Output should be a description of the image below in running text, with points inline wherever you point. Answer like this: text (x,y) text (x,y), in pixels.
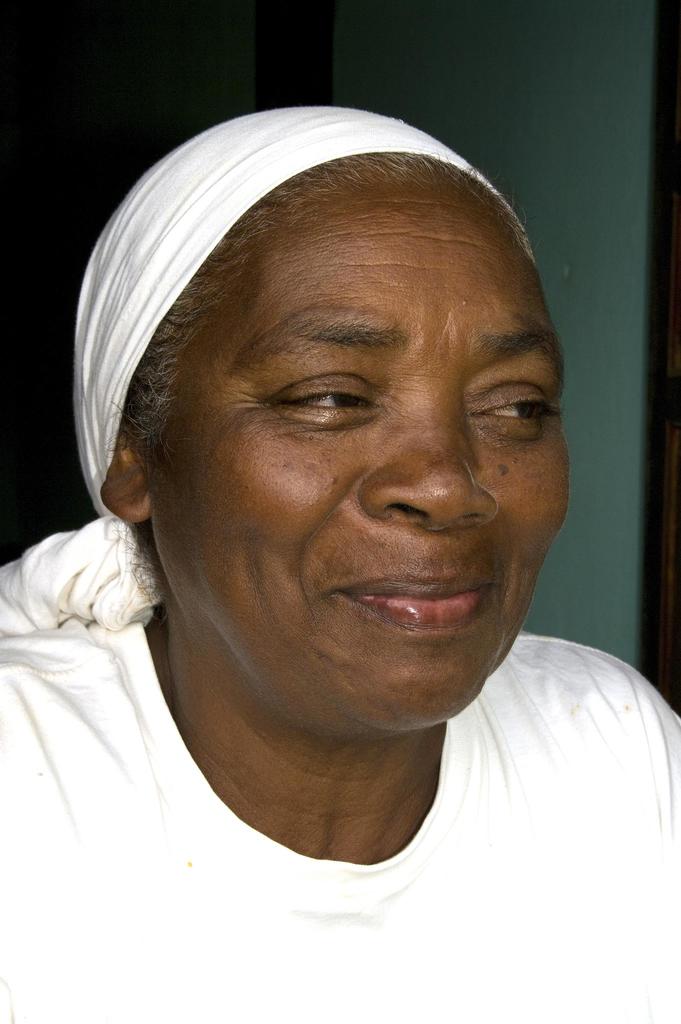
In this picture we can see a person (222,471) and the person (404,606) is smiling.
